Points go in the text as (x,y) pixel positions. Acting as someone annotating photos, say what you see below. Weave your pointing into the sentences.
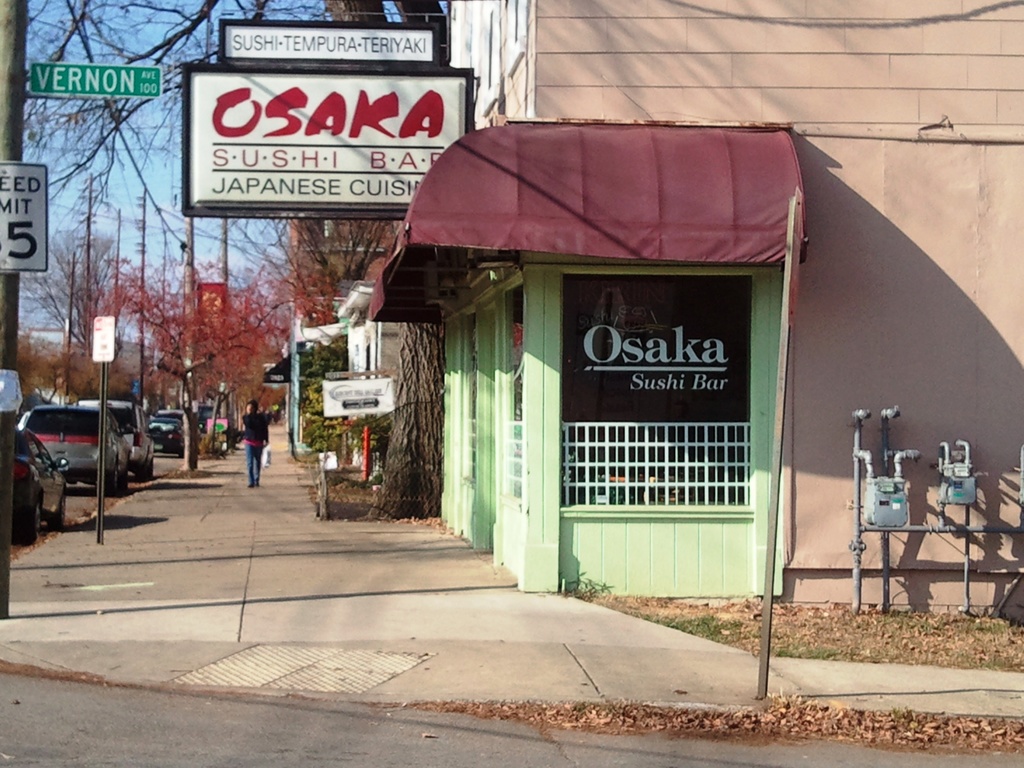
In this image we can see the buildings (882,148), some text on the building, some poles (12,92), some boards (17,251) with text (5,247) attached to the poles (13,326), one footpath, two boards (318,90) with text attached to the building (699,535), some vehicles (145,444) on the road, two roads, some trees (215,372) on the ground (272,538), some dried leaves (402,703) on the ground (752,627), some grass (827,653) on the ground (372,523), few objects (369,473) on the ground (346,504), one man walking on the footpath (418,534) and holding an object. At the top (60,229) there is the sky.
